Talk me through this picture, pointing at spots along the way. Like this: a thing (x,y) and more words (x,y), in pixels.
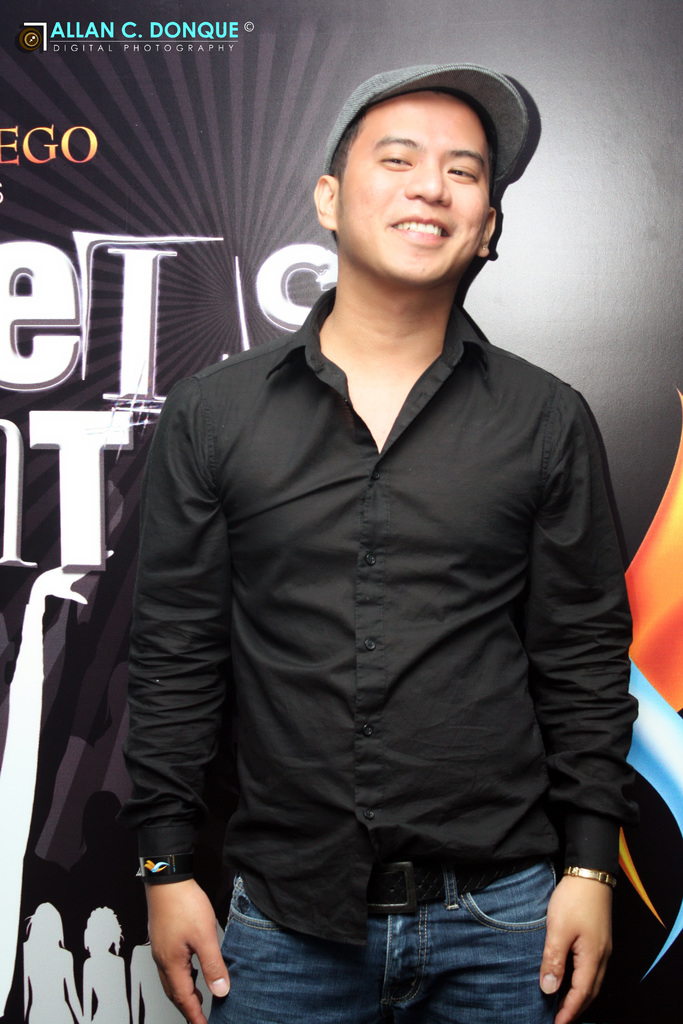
In this picture there is a man (610,898) who is standing at the center of the image (429,650), he is posing to the front direction, he is wearing a grey color cap (424,84) and there is a poster (266,155) behind him.
